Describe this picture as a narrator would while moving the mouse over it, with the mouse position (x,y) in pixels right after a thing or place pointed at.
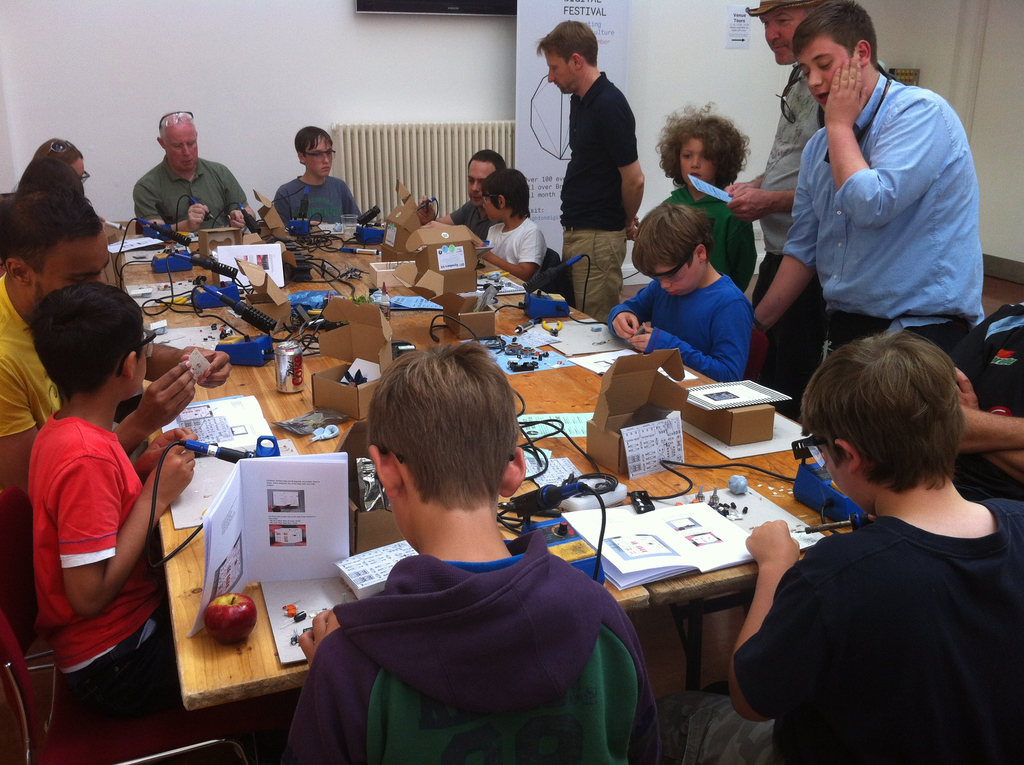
In this Image I see number of people (332,762) in which most of them are sitting on chairs (104,731) and few of them are standing. I can also see there is a table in front of them on which there are many things (131,240). In the background (1013,172) I see the wall (1004,184), a banner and a paper (744,49) over here.
